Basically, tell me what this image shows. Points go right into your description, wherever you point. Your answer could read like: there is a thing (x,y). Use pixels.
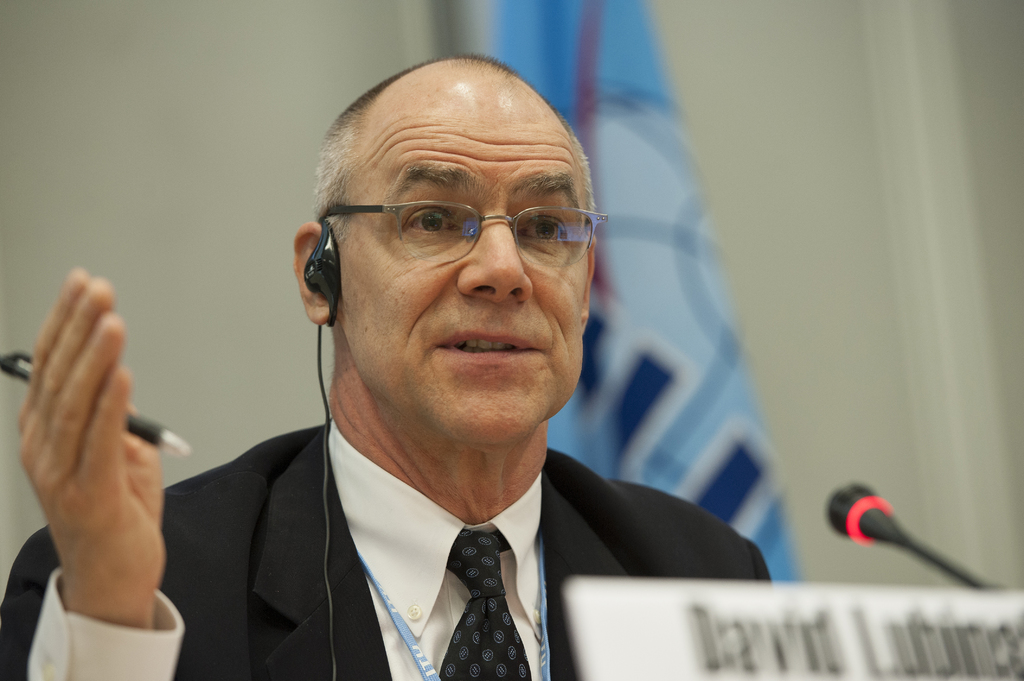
In this image we can see a person (501,290) holding a pen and talking and in front of him there is a mic (884,504) and a board (806,641) with text (963,657). In the background (571,21), we can see an object (585,17) which looks like a flag (554,11) and the wall (962,438).
